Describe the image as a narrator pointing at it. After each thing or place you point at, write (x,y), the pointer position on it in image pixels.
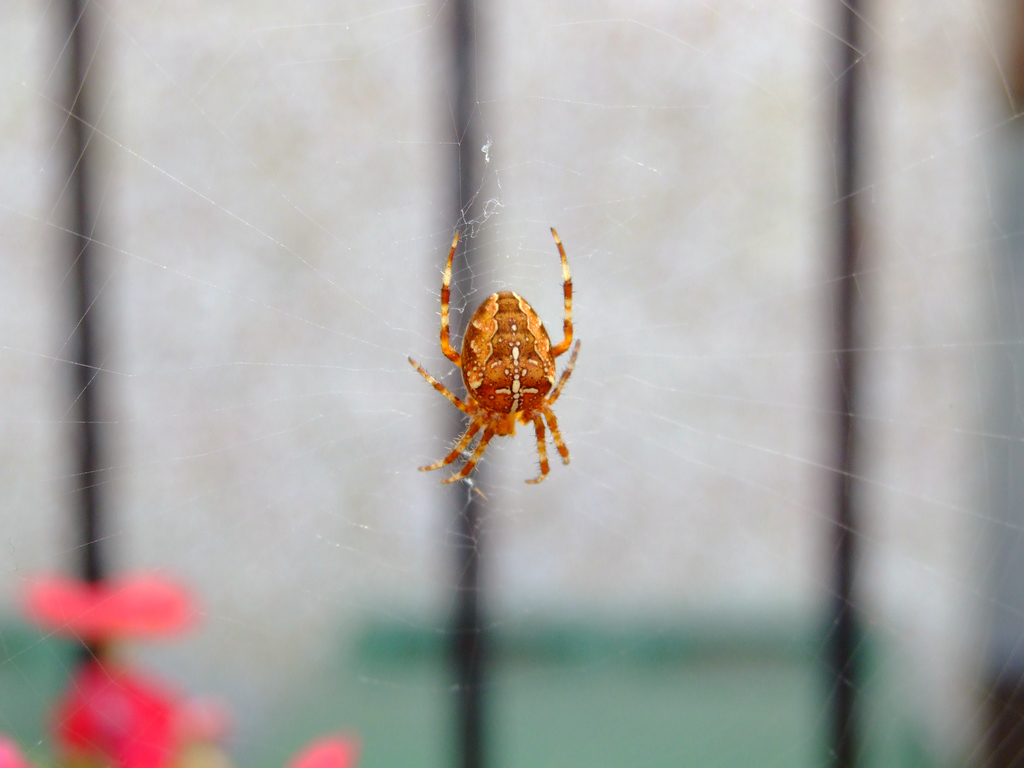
In the picture we can see a spider (474,428) on the web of the spider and near the web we can see some flowers (145,689) which are pink in color and they are not clearly visible and on the spider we can see a brown color with some designs (546,342) on it.
